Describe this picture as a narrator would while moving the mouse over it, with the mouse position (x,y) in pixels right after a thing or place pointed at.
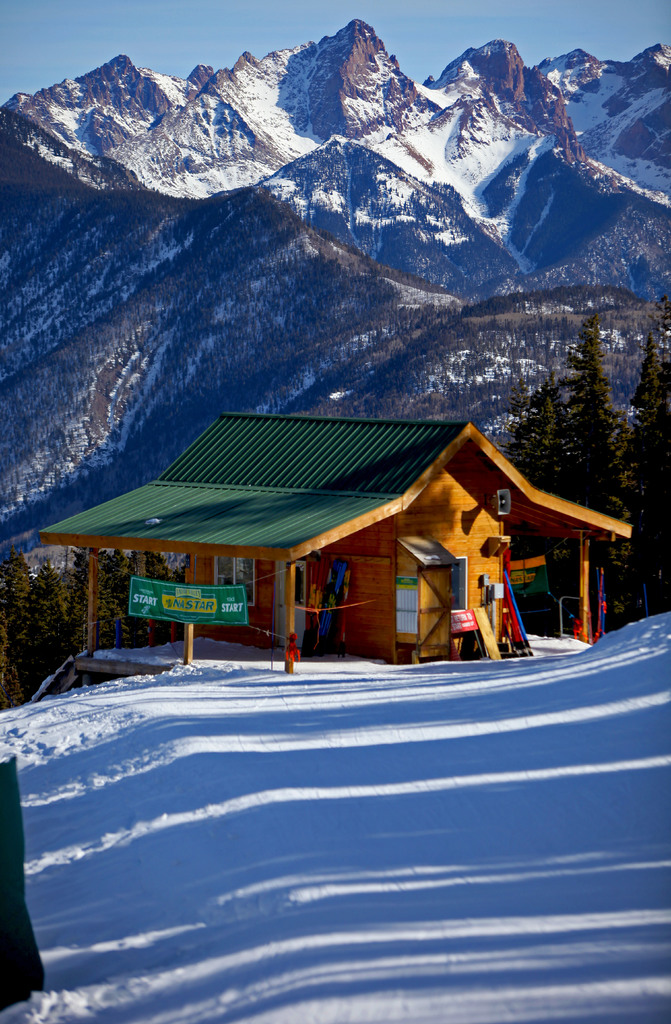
In this image we can see a house (395,625), banners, boards (402,597), snow (552,667), trees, and few objects (337,577). In the background (300,294) we can see mountains (455,105) and sky (506,31).
